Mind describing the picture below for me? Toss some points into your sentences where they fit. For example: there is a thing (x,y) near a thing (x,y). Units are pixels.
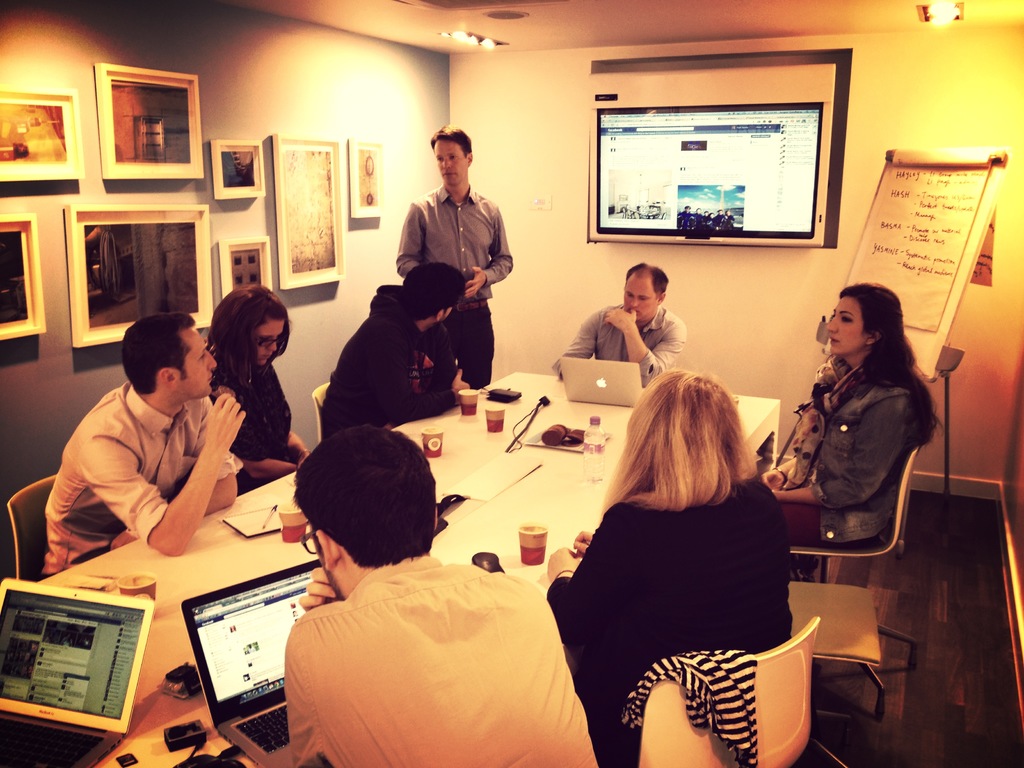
In this picture we can see some persons (641,536) are sitting on the chairs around the table (532,495). On the table (560,459) there is a bottle (590,471), cup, and laptops (618,374). Here we can see a person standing on the floor (884,564). This is the wall (296,111) and there are some frames (198,158) on to the wall (86,178). Here we can see a screen (719,148). And this is the board (926,218) and these are the lights (934,17).
